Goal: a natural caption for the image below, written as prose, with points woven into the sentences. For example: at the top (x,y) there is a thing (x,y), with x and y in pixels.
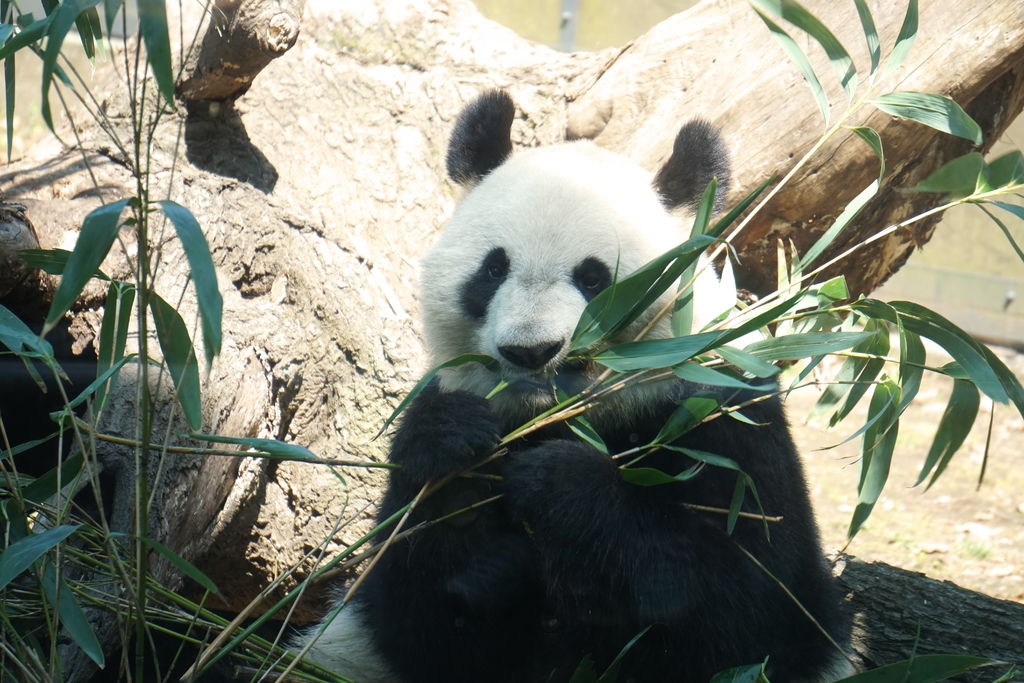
In the picture we can see a panda (702,540) sitting on the tree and near the tree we can see some plants (10,82) with long leaves (730,534).
